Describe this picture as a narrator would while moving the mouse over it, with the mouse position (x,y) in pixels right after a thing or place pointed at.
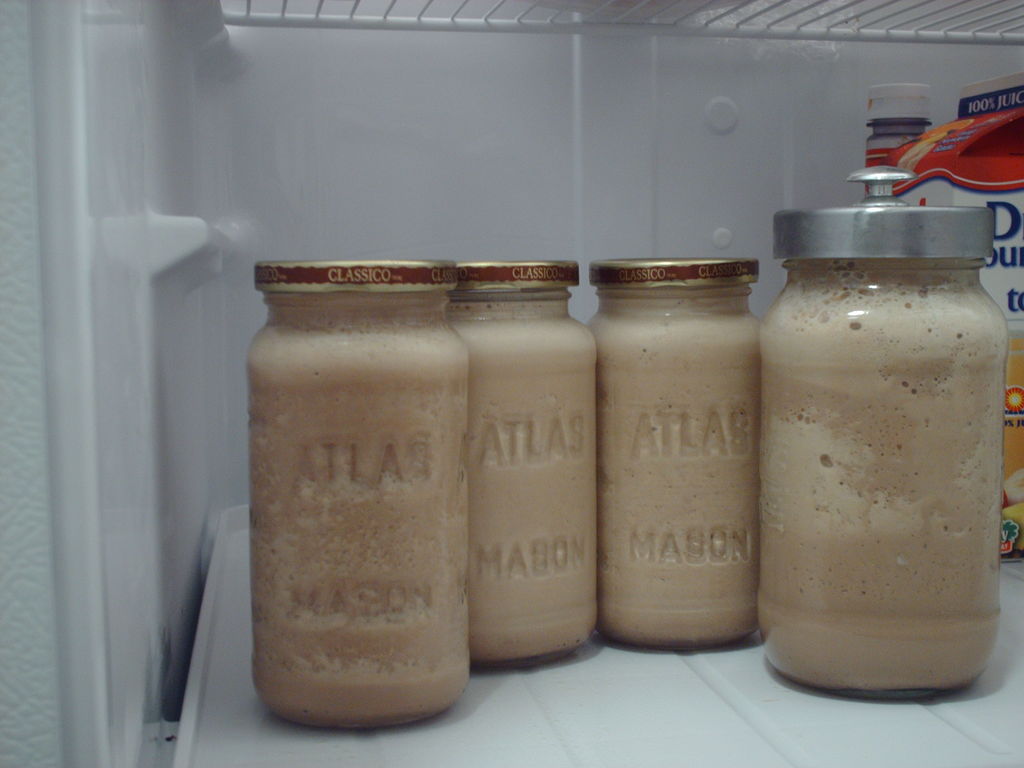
In this image I can see few glass jars (805,367) and few objects (983,125) inside the fridge (78,50).
